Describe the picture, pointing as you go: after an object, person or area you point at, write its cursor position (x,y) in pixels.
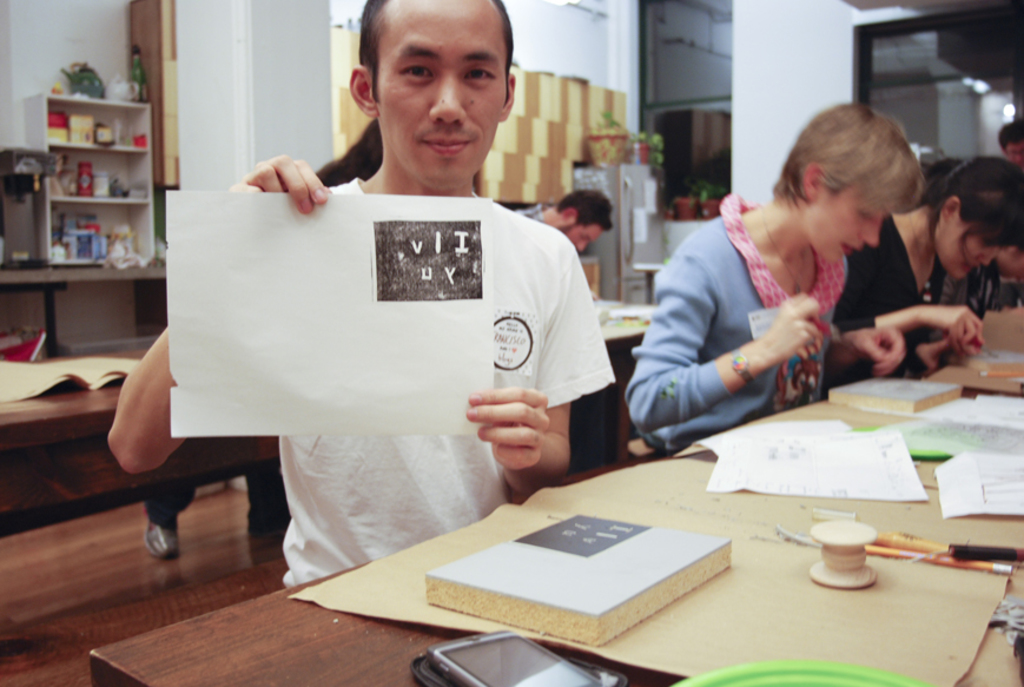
There are many people (726,313) sitting. And the men (550,282) with white shirt (542,312) is showing the white paper (301,311). In front of them there is a table (325,636). On the table (314,635) there is a block (579,584), sheet (796,577), pens (911,551) and papers (910,444). In the background (149,234) there is a cupboard (123,219). In the cupboard (75,170) there are some items (116,178).
